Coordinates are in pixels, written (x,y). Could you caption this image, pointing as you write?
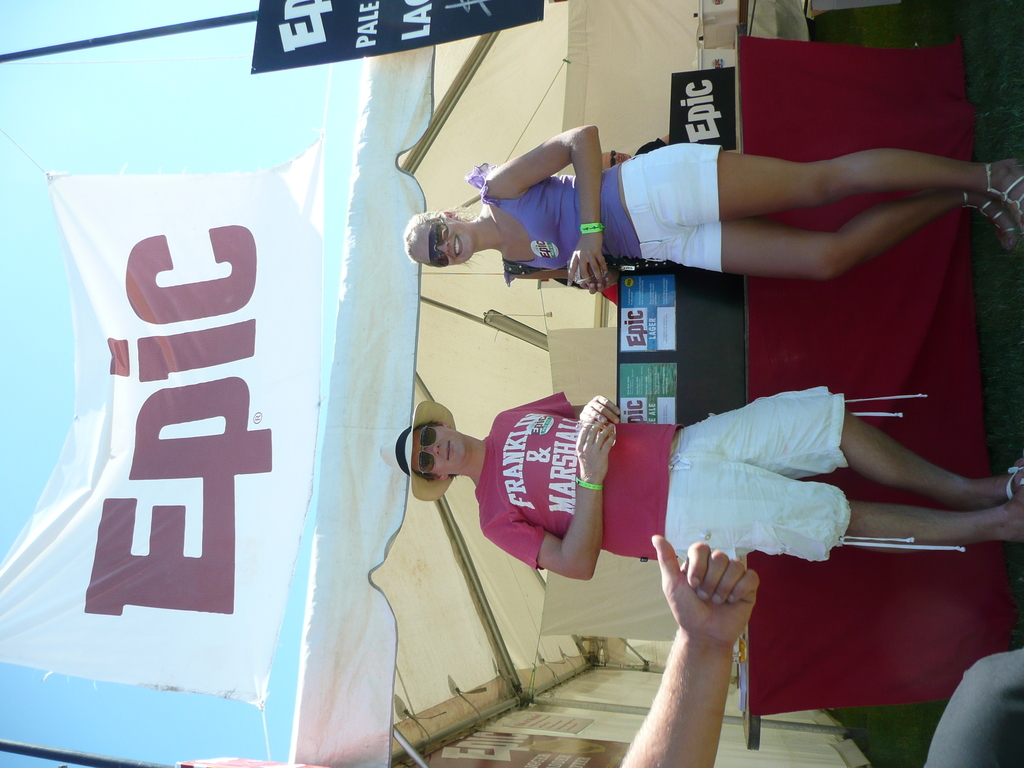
In this picture we can see there are two people (760,424) standing. Behind the people (657,428), it looks like a table (780,325) and on the table (765,354) there are some objects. In the stall (763,360) there is another person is standing and it looks like a banner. On the left side of the people (708,524), we can see a person hand (712,660) and a leg (988,728). At the top of the stall (398,413) there are banners (177,521), poles (17,745) and the sky (204,111).
